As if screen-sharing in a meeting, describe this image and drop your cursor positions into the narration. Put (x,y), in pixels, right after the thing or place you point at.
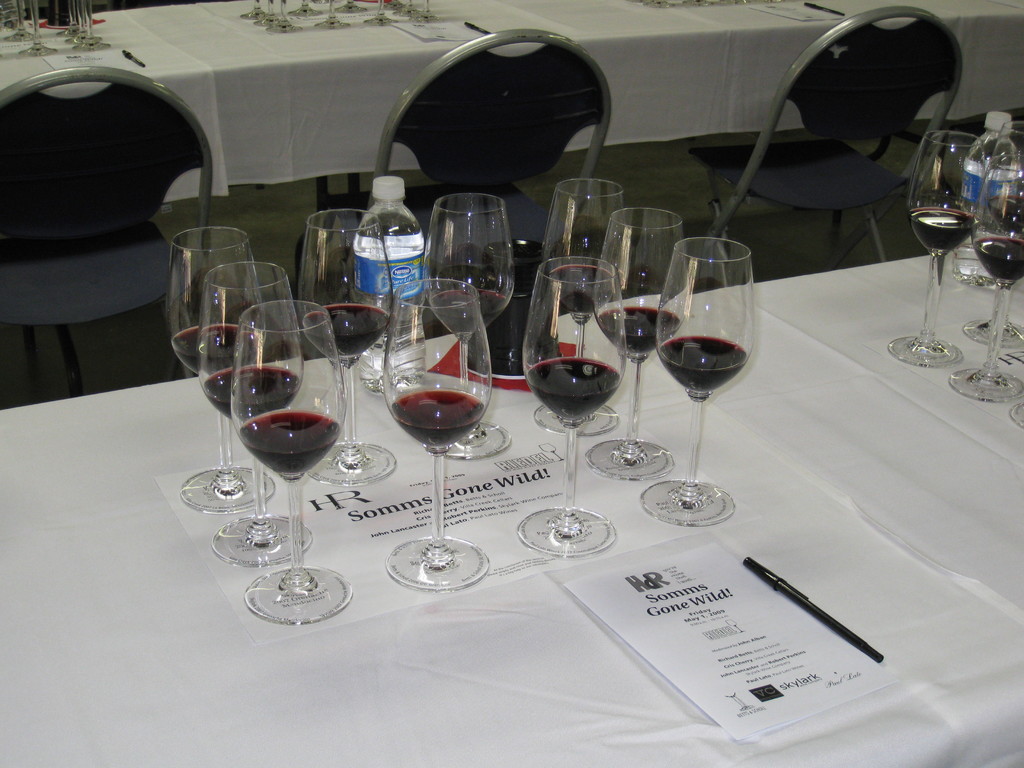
In this image there are tables (391,76) and we can see wine glasses (402,287), bottles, papers (737,606) and pens (845,632) placed on the tables (361,636). We can see chairs (587,154).
